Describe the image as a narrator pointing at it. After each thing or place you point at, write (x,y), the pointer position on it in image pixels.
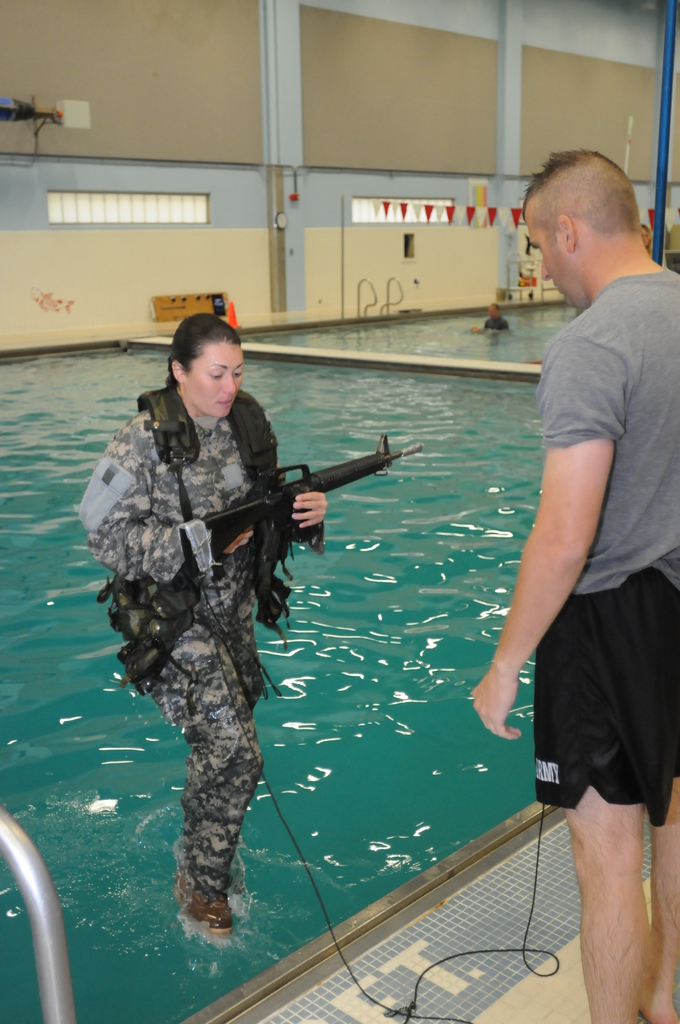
in this image we can see a swimming pool (422,486). On the surface of water (91,878), one lady (206,369) is present. She is holding gun (294,497) in her hand (294,497) and wearing army uniform (209,724). Right side of the image (609,526) we can see a man (621,833) is standing, he is wearing a grey t-shirt (628,516) with black shorts (612,655). Background of the image (397,190) wall (369,104) is present.
